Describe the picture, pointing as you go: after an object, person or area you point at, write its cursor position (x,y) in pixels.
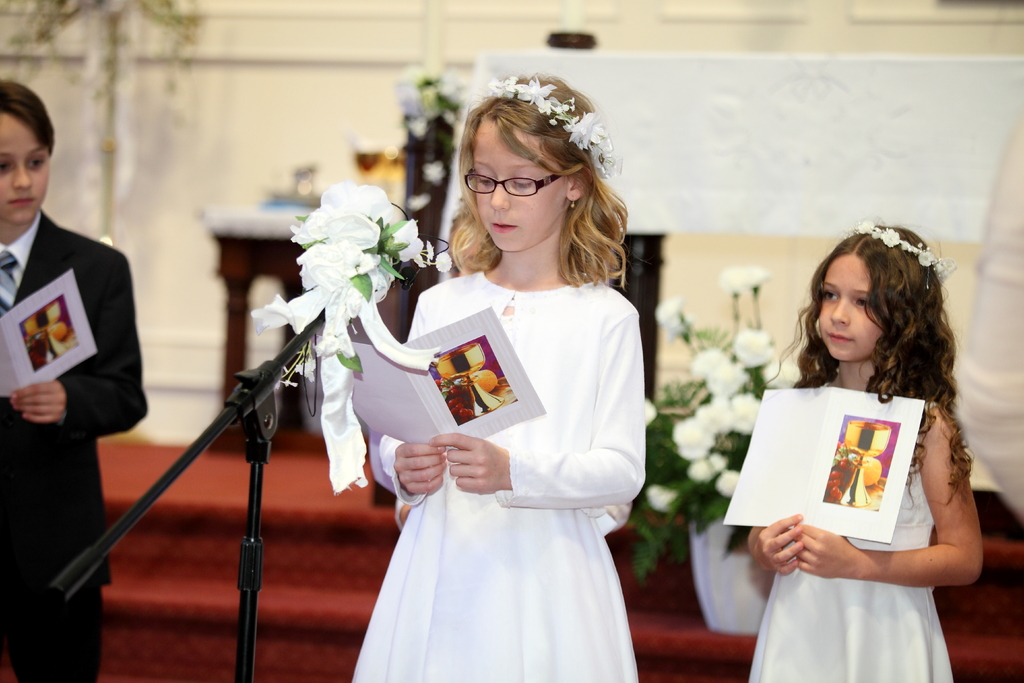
In this image, we can see some kids (943,564) standing and they are holding books (839,448), we can see a microphone (272,360), in the background (741,400), we can see some white flowers (690,445) and there is a wall (179,60).
